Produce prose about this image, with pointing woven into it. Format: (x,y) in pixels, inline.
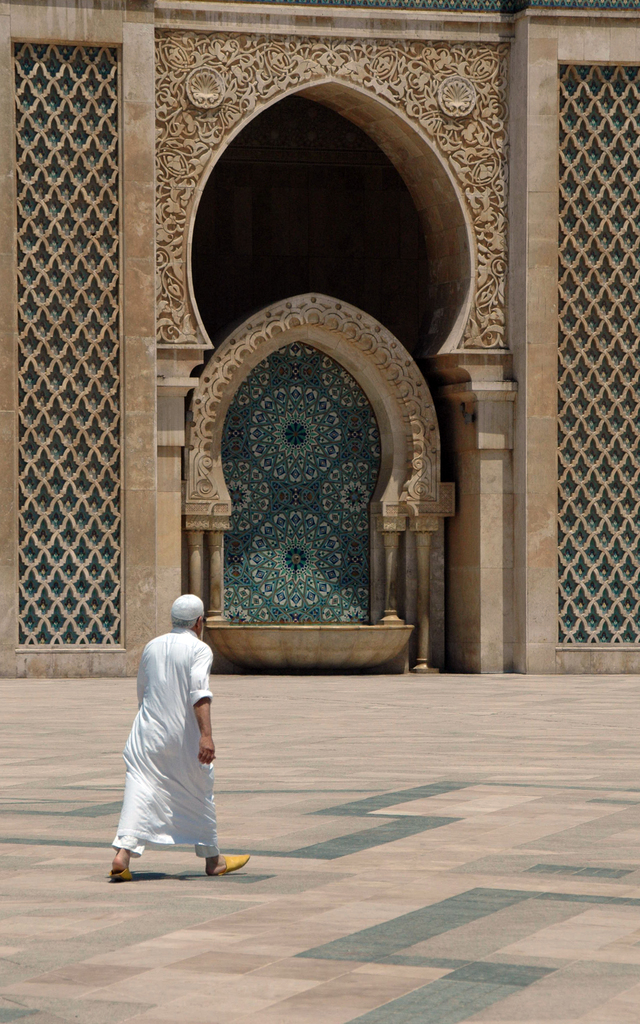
There is a person (170,693) in white color dress (163,683), wearing a white color cap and walking on the floor (276,855). In the background (467,450), there is an arch (244,100) of a building (270,101) and there is a vessel (331,652) on the floor (422,872).
